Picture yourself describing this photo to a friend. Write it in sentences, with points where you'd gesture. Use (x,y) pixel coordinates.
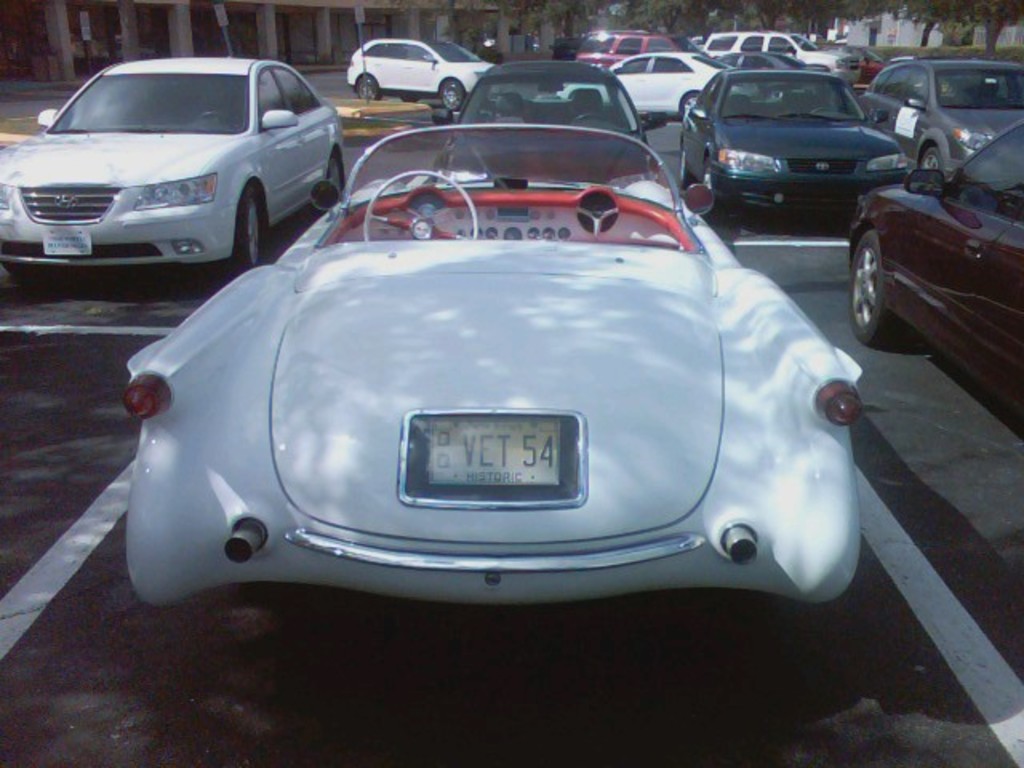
In this picture I can see many cars (408,155) on the road (348,173), at the top (792,11) there are trees (811,17). On the left side (104,43) it looks like a building (193,4).
